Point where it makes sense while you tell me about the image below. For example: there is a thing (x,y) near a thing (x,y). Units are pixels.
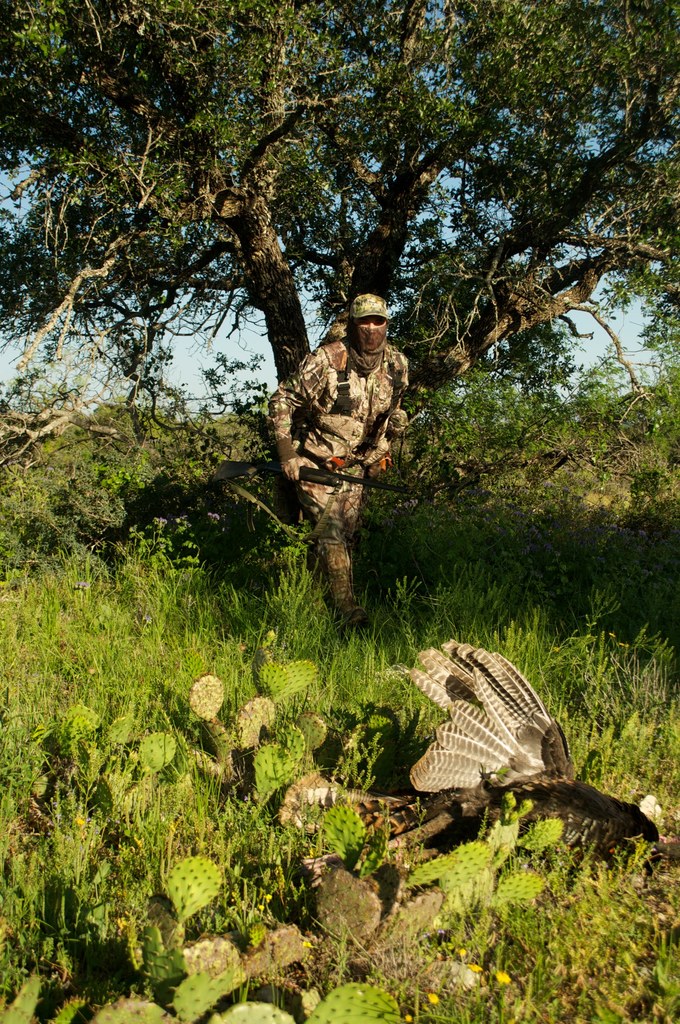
Here we can see a bird (483,664), grass (256,834) and a cactus plant (254,959) on the ground (443,525). There is a man (319,486) walking on the ground (287,524) by holding a gun (336,476) in his hand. In the background (275,490) there are trees (73,11) and sky (264,325).
